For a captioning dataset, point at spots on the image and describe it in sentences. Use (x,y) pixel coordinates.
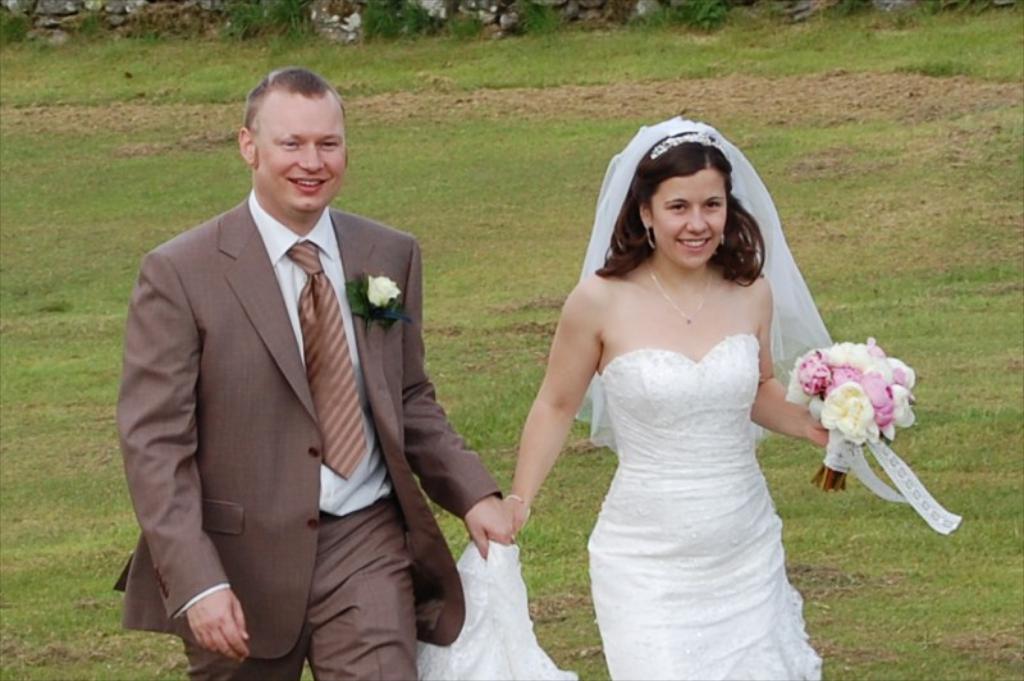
A couple (523,453) is walking, these are flowers (845,409), these is grass (503,108).
